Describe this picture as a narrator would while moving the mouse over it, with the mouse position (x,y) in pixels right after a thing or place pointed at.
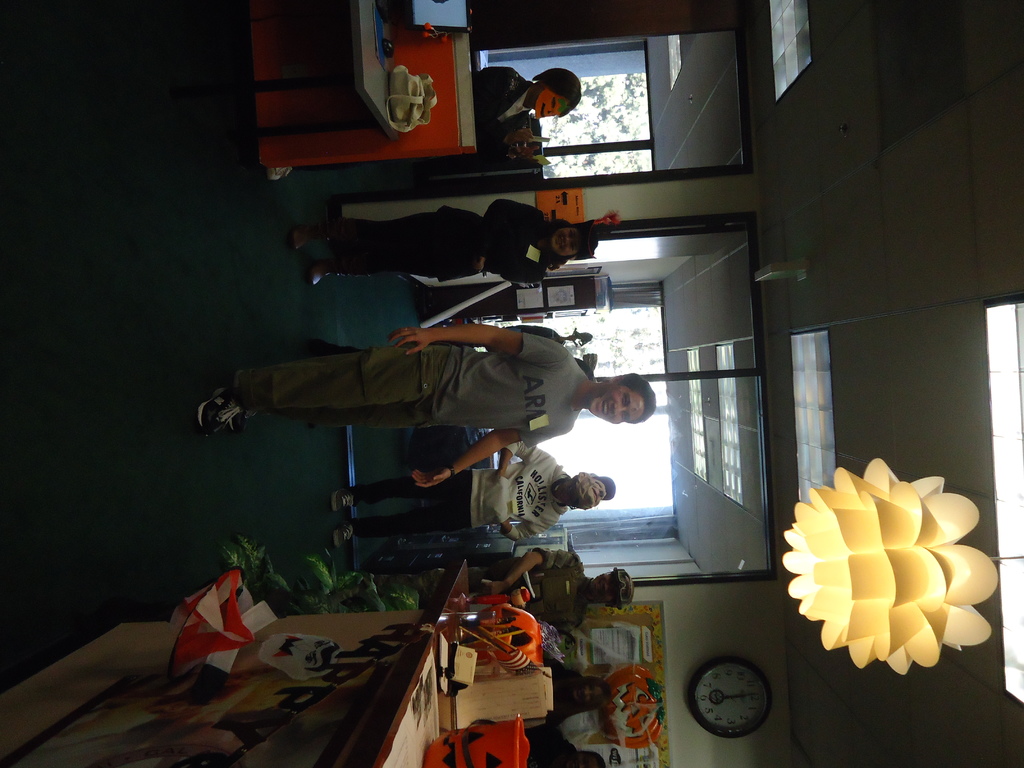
In the picture I can see people (449,414) are standing on the floor (321,250). I can also see tables (441,717) which has some objects (450,669) on them. In the background (641,189) I can see a pillar (648,214), a clock (719,660) on the wall (697,651), lights (861,618) on the ceiling (682,330), door (612,334) and some other objects (561,200).
